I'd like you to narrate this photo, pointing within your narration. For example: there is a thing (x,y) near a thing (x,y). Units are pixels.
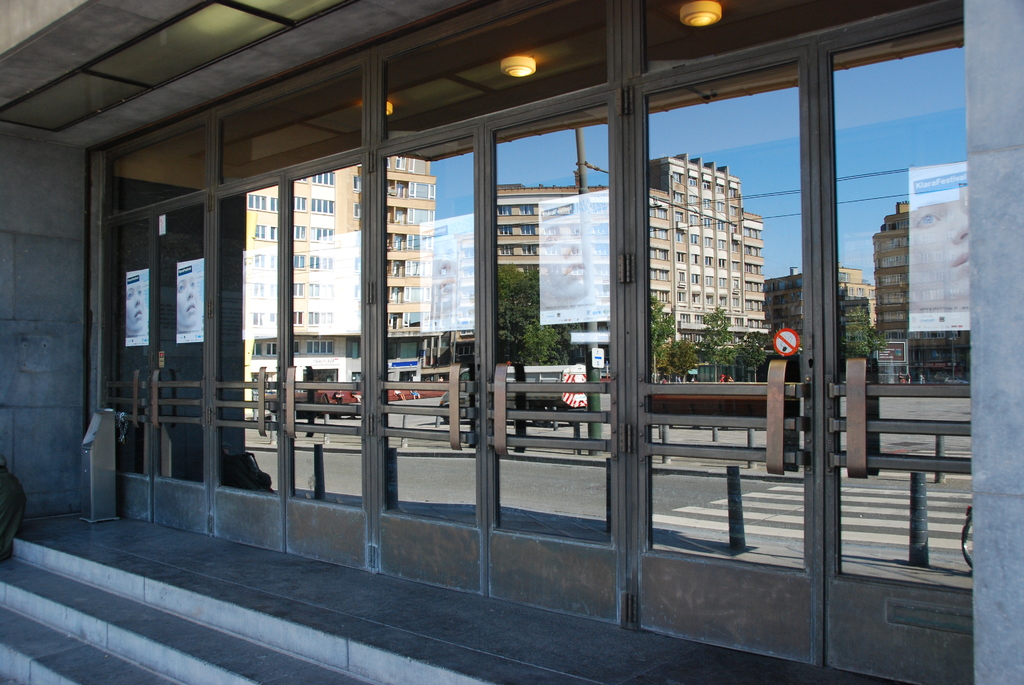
In this image, we can see buildings (706,283), lights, boards (582,320), vehicles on the road (441,483), banners (584,287), railings (426,412), stairs (160,561), trees (864,345) and poles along with wires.
